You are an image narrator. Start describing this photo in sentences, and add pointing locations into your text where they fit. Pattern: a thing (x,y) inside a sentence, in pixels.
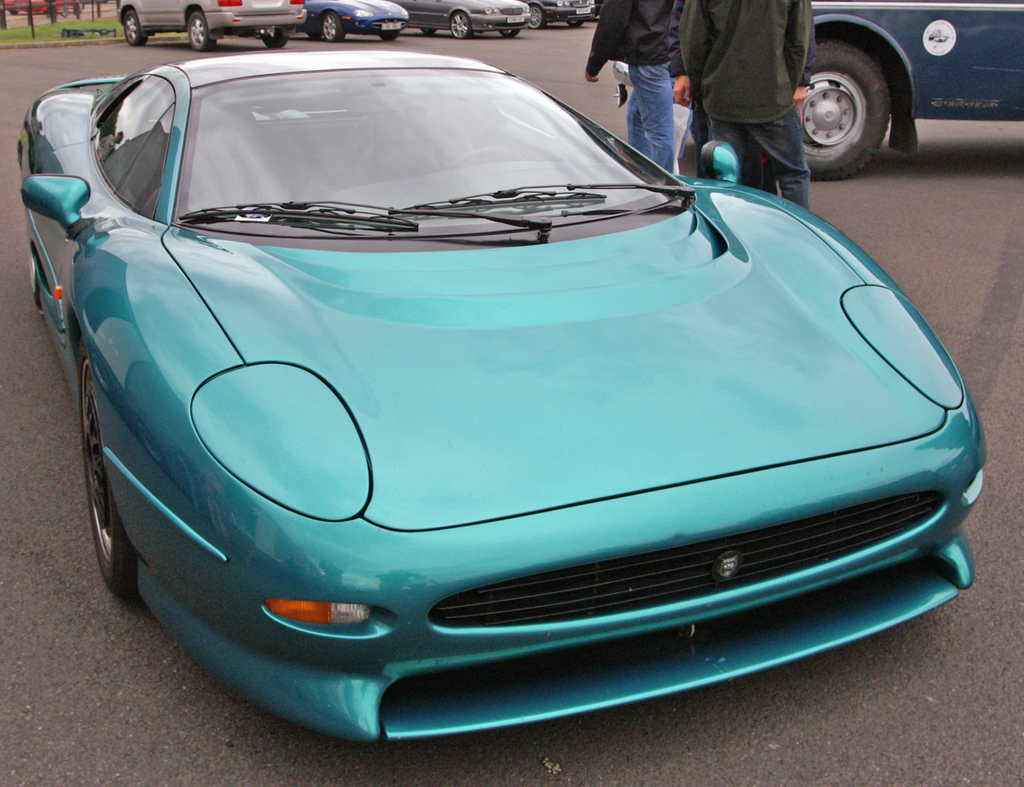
In the picture we can see a path (37,434) to it, we can see a car (434,571) which is green in color and beside it, we can see some people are standing and beside them also we can see a vehicle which is blue in color and far away from it we can see some cars (485,1) are parked near the grass path (57,28) and some poles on it.
